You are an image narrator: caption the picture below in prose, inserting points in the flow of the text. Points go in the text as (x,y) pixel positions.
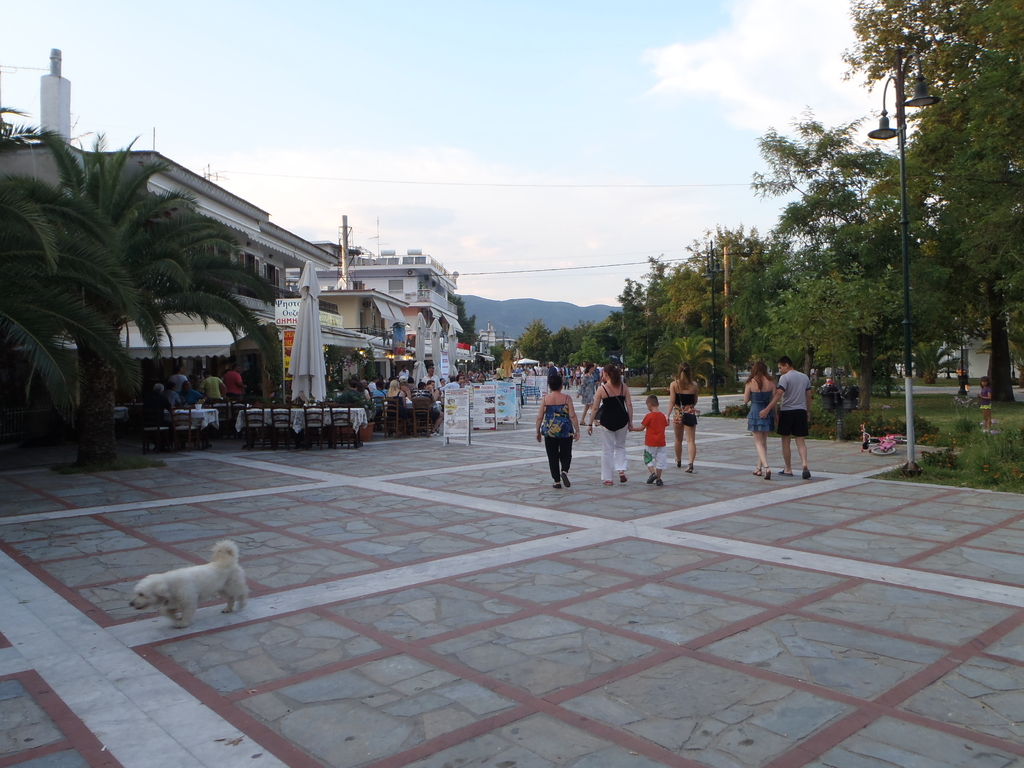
As we can see in the image there are few people (548,401) here and there, trees (729,379), buildings (159,361), banners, dog (167,584), chairs (395,412), tables (328,418) and sky (471,100).
